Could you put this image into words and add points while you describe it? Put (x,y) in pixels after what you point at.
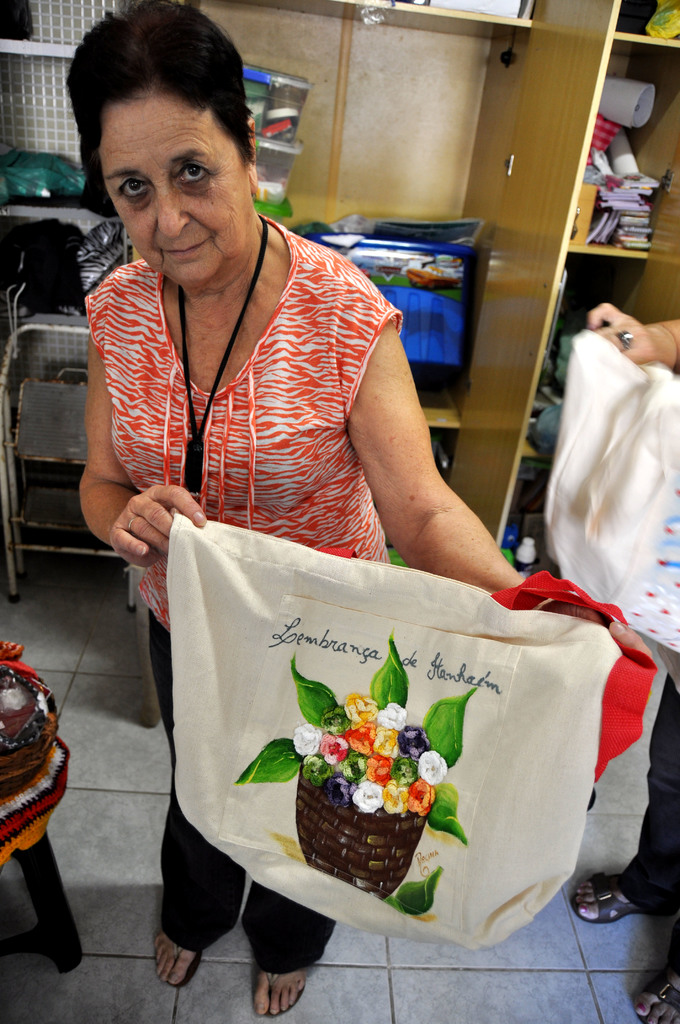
In this image we can see a woman (308,506) is standing, she is holding a bag (294,724) in the hands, here is the painting (382,886) on it, at back (664,249) here is the rack (474,344) and some objects (563,376) in it,
